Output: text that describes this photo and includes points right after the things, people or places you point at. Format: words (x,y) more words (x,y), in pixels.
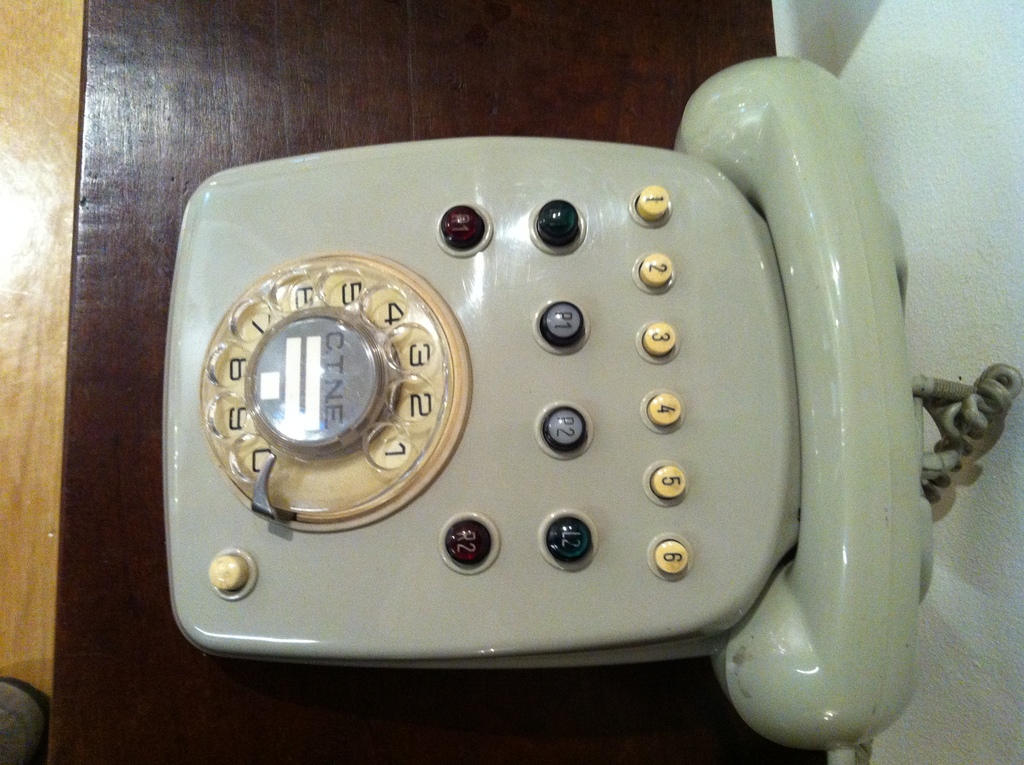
This image consists of a telephone (667,533). It is kept on a wooden table (112,603). At the bottom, there is a floor (26,438). On the right (920,756), there is a wall (992,304).
